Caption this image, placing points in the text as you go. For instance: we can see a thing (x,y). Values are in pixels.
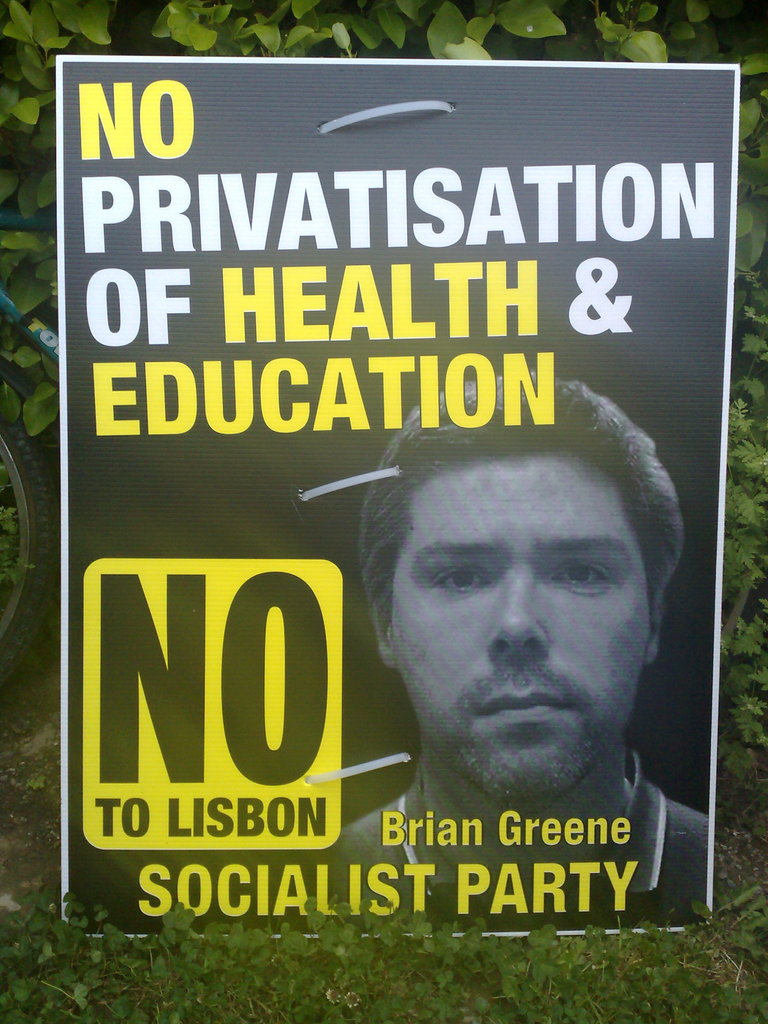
It is a poster (230,138) which has an image of a person (618,448) behind this there are leaves (503,4) of a plant (710,2).
